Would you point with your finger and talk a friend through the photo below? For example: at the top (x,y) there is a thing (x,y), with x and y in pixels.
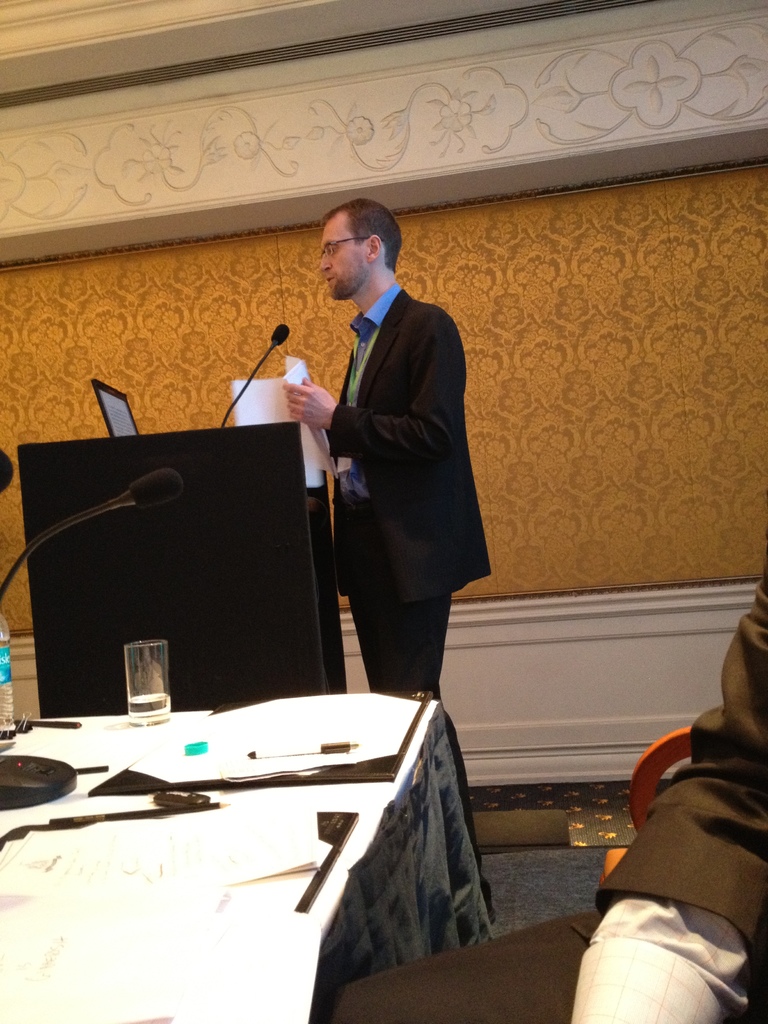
It is a room (282,477), a person (407,335) wearing black color coat (422,335) is standing and there is a laptop (123,433) in front of him and also a table (261,555) he is talking something through the mike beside him there is another table (344,767) on which some other papers (187,831) and glasses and a bottle (8,686) is kept in the background (530,404) there is a gold color wall (542,359) and some white color carvings (545,124) above it.
